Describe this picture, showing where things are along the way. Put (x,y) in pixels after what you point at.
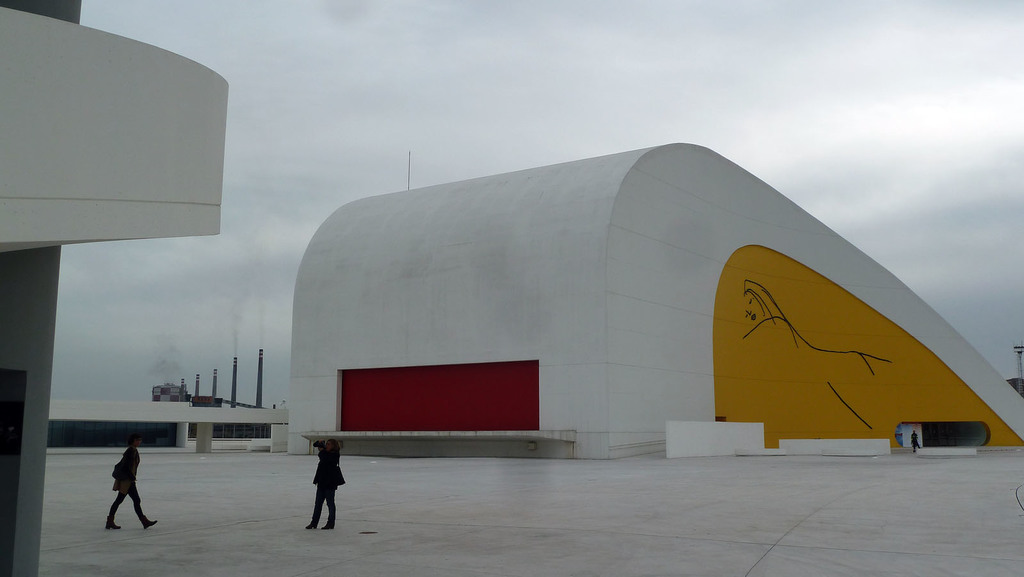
This picture shows a human (118,501) walking and we see another human (333,492) holding camera (319,447) in the hands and we see a building (444,444) and we see few pipes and smoke (170,354) emitting from them.
